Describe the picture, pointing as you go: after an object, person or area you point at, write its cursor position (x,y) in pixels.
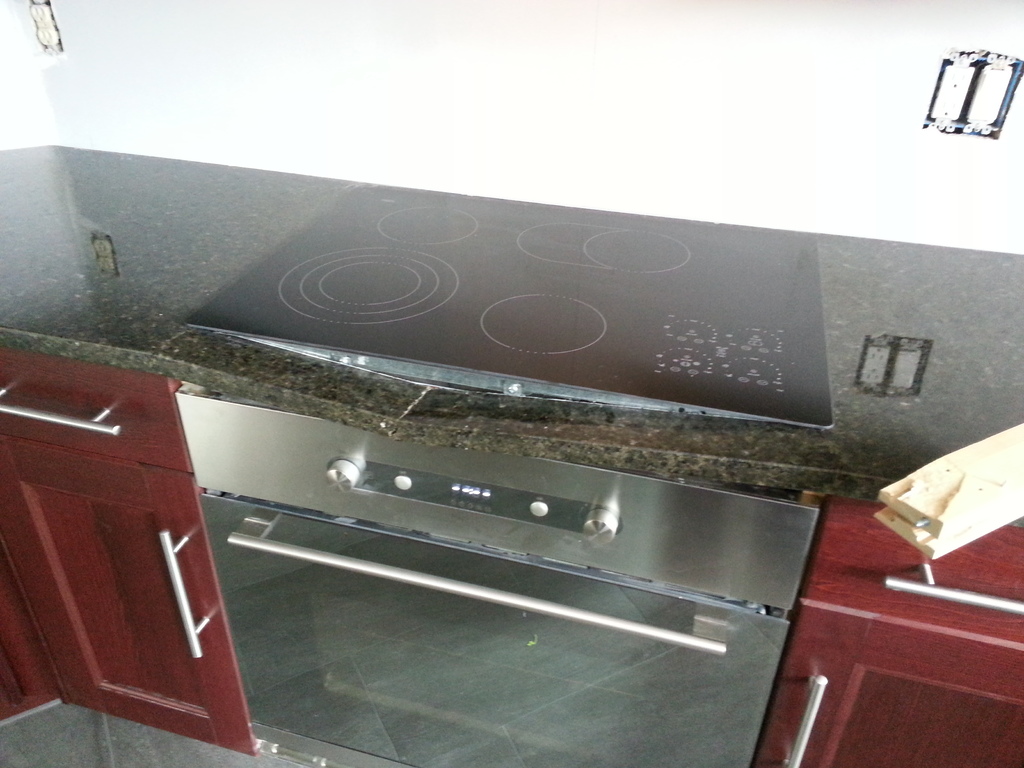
Here we can see cupboards (992,744) and there is a stove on a platform (645,470). This is floor (118,739). In the background (385,114) we can see wall (821,199).
